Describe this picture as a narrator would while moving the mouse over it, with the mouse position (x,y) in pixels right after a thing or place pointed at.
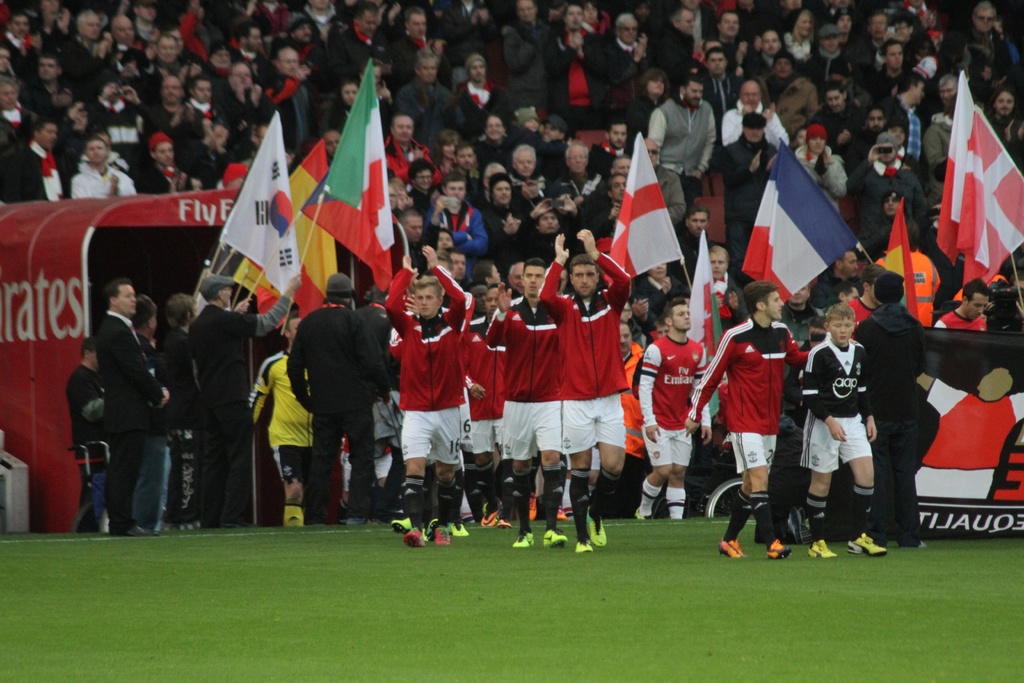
This image is taken in a playground (438,622). In this image we can see few persons (502,328) walking and few are standing and holding the flags (787,258). In the background (476,126) we can see many people (479,96) standing.
